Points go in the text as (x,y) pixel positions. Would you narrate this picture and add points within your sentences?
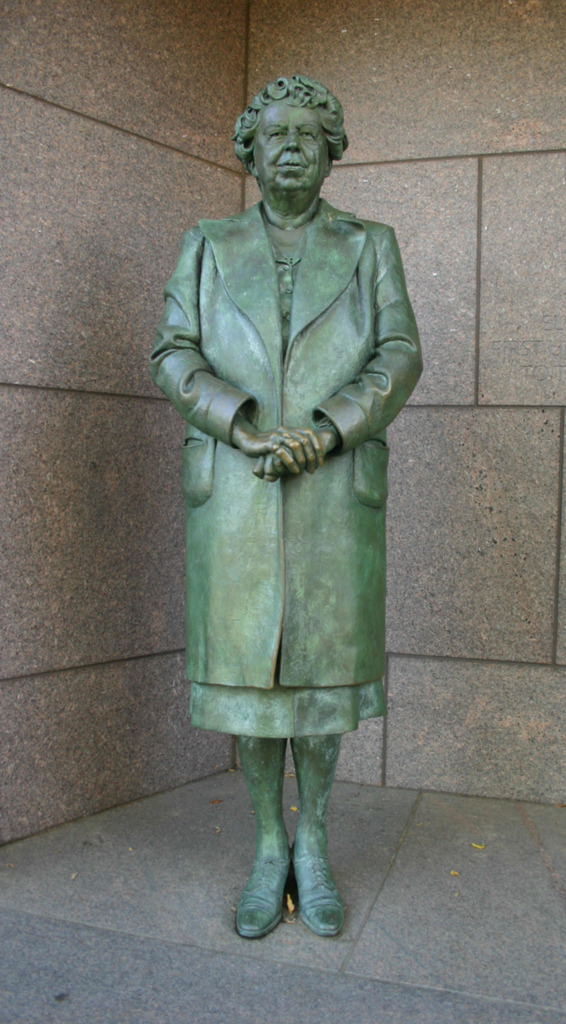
In the center of the image (224,424) there is a statue (301,492). In the background (453,114) there is a wall (96,232).
